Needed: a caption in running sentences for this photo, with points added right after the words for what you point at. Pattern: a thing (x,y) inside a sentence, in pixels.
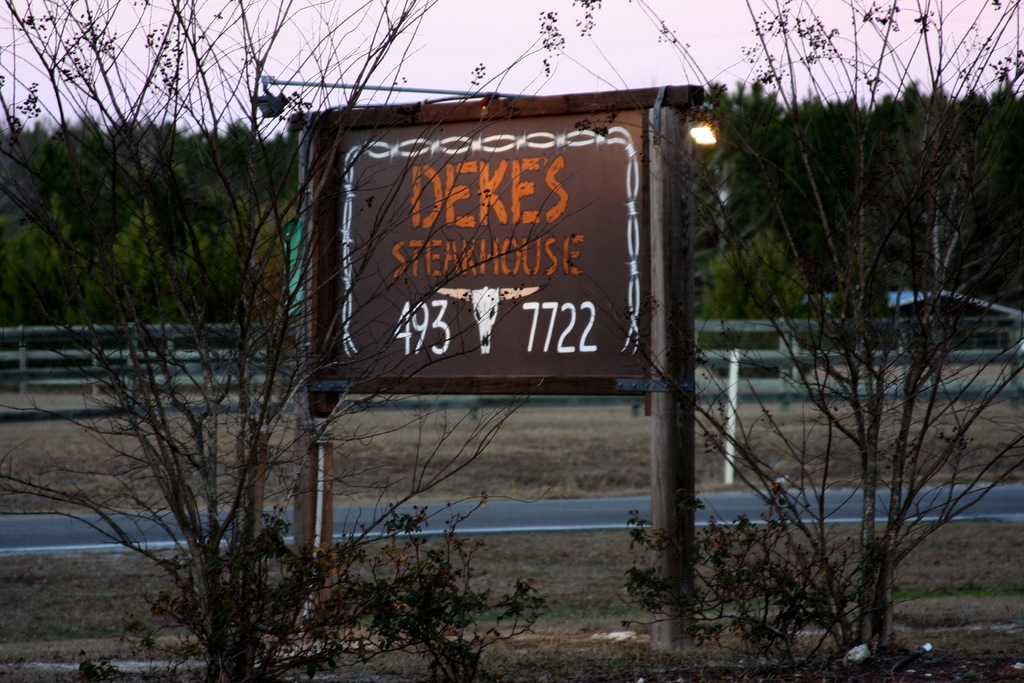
In this image in the foreground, we can see a board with text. There are sand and grass (497,559). There is a road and a fence (955,353). There are trees (918,274) in the background (12,270). There is sky (227,15).
